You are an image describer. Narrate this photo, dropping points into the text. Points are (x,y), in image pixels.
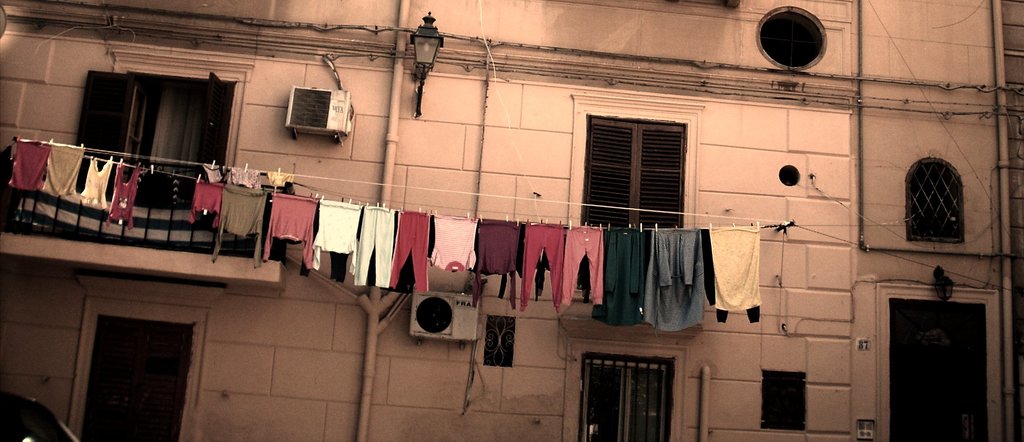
In this image there is a building (340,25) with doors (173,334), windows (589,149), metal railing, light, clothes (343,228) on the rope (660,230) in the foreground (621,227).
